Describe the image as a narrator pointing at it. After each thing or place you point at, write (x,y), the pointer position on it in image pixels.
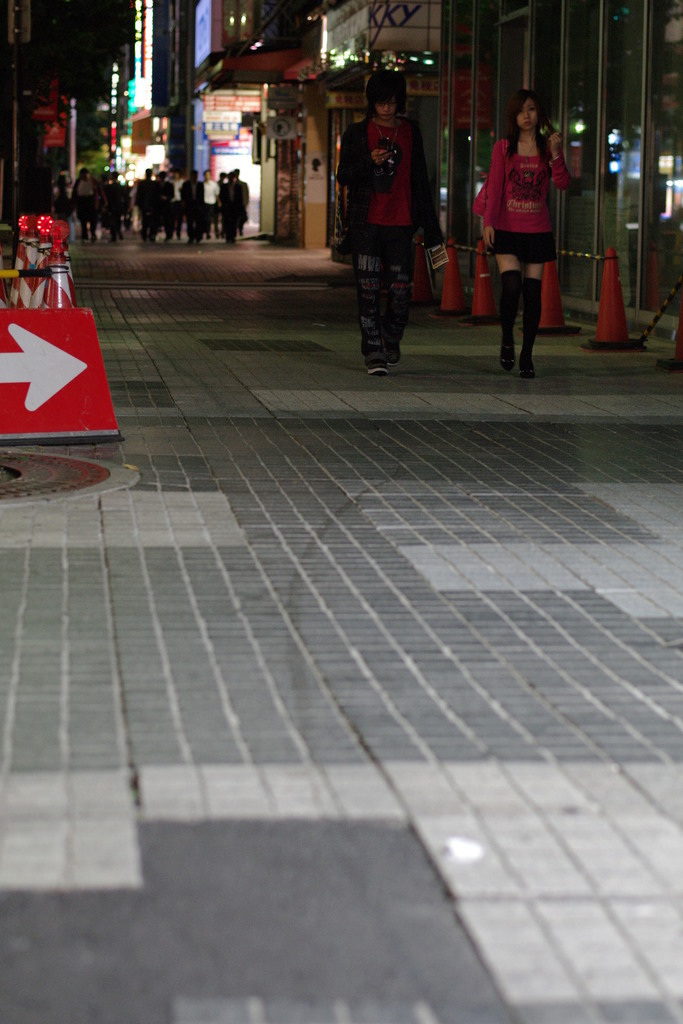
This is the man (364,206) and woman (537,122) walking. I think this is the direction board (46,337). I can see the buildings (268,73) with lights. These are the glass doors (575,161). In the background (193,232), I can see a group of people (177,230) walking. This looks like a pathway (378,468).
